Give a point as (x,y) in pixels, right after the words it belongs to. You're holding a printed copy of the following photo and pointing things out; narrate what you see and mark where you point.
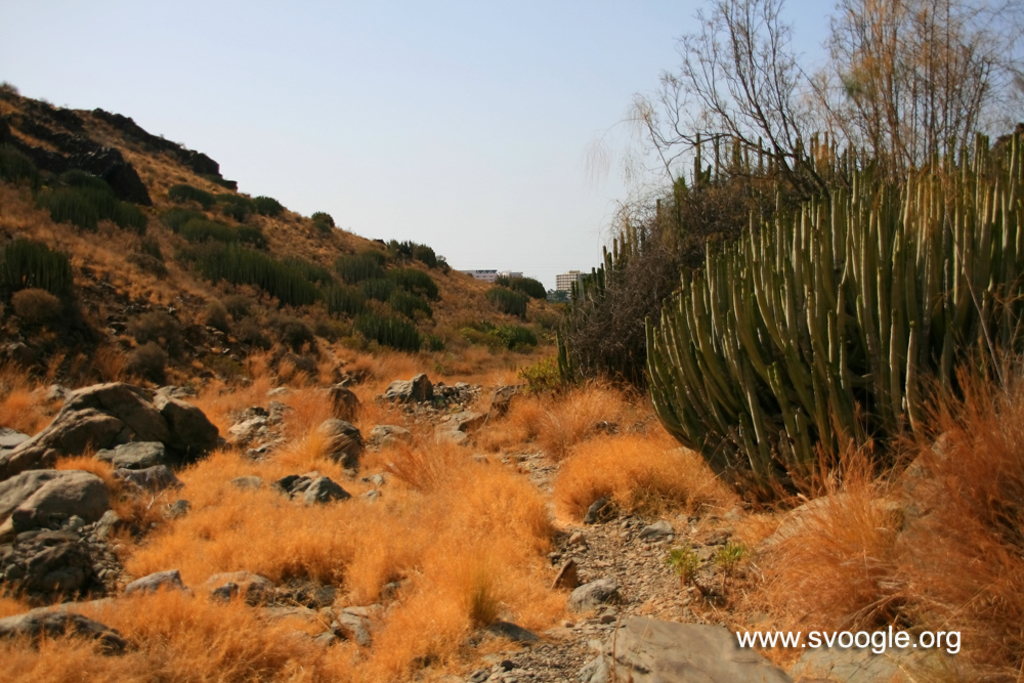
In this image there is the sky (466,106) towards the top of the image (416,47), there are buildings (476,272), there is a hill (76,251) towards the left of the image (140,269), there are plants (712,303), there are rocks (51,511), there is text (931,637) towards the bottom of the image (864,642).
